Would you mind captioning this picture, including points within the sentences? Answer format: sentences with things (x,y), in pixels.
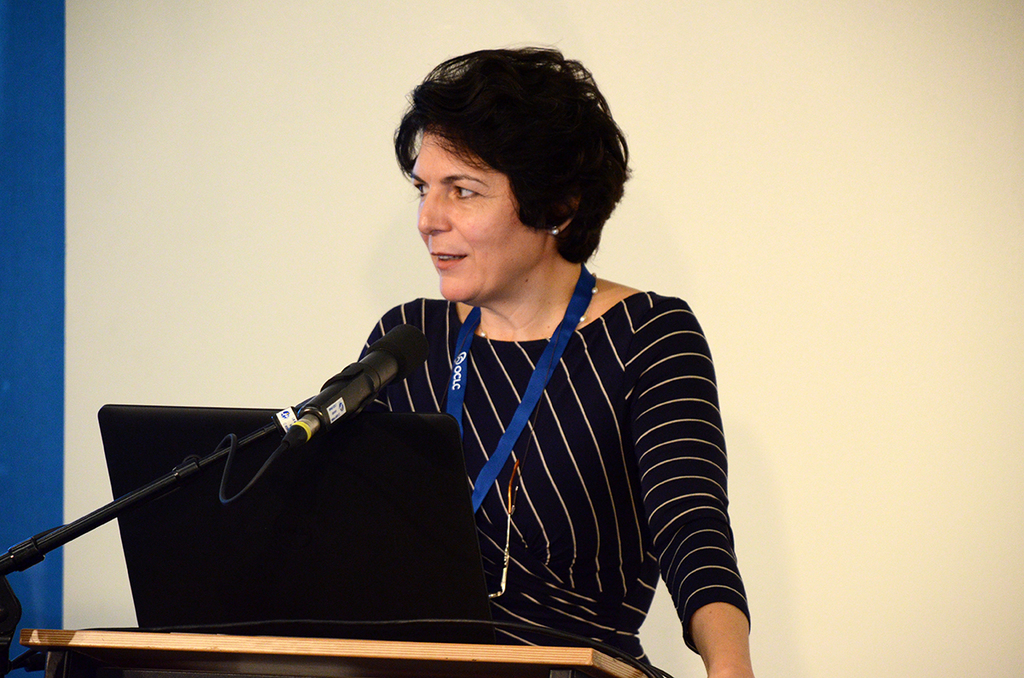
This is the picture of a place where we have a lady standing in front of the desk (398,652) on which there is a mic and a laptop (275,609).
